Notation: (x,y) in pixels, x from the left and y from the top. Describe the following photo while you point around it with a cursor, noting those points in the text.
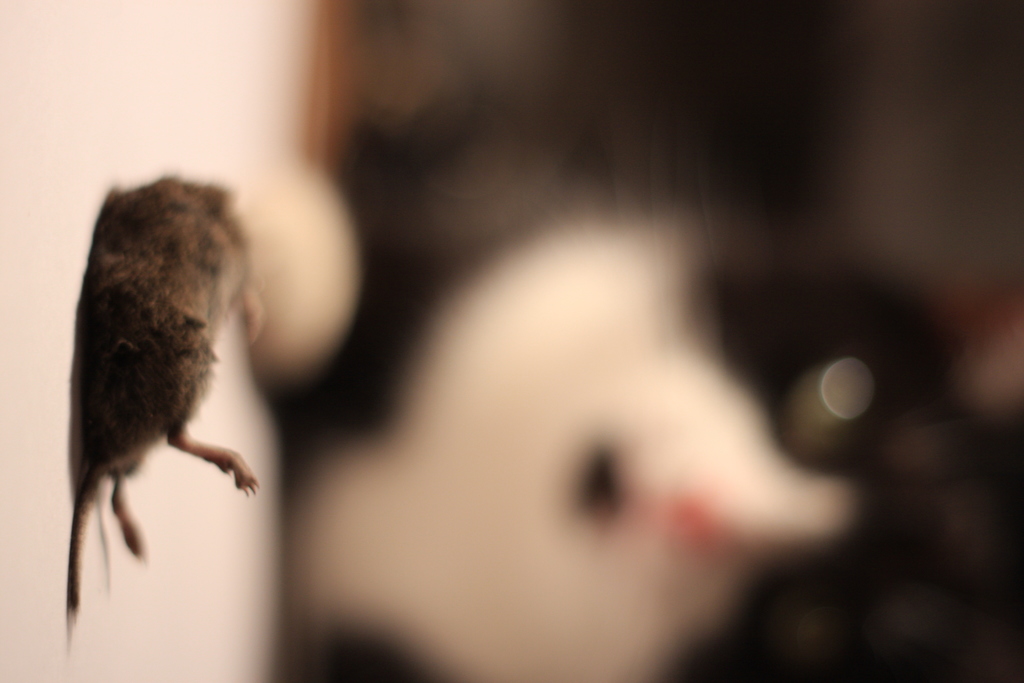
In this image there is an animal (211,352) on the floor (75,76). Background (862,603) is blurry.
